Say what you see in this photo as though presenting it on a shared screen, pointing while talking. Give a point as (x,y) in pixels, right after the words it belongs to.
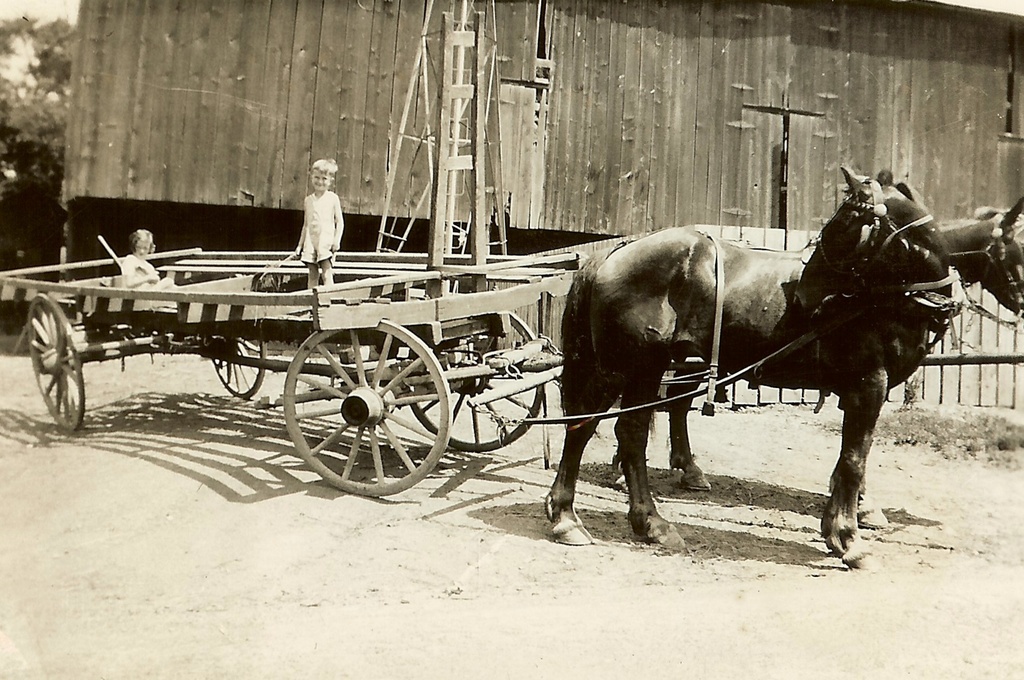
In this picture there is a person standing and there is a person (147,269) sitting on the cart (334,359) and there are two horses (734,326) standing. At the back (487,48) there is a building (234,48) and there is a pole (491,47) and railing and there are trees (29,30). At the top (74,25) there is sky (27,12). At the bottom (688,569) there is mud (473,580).
